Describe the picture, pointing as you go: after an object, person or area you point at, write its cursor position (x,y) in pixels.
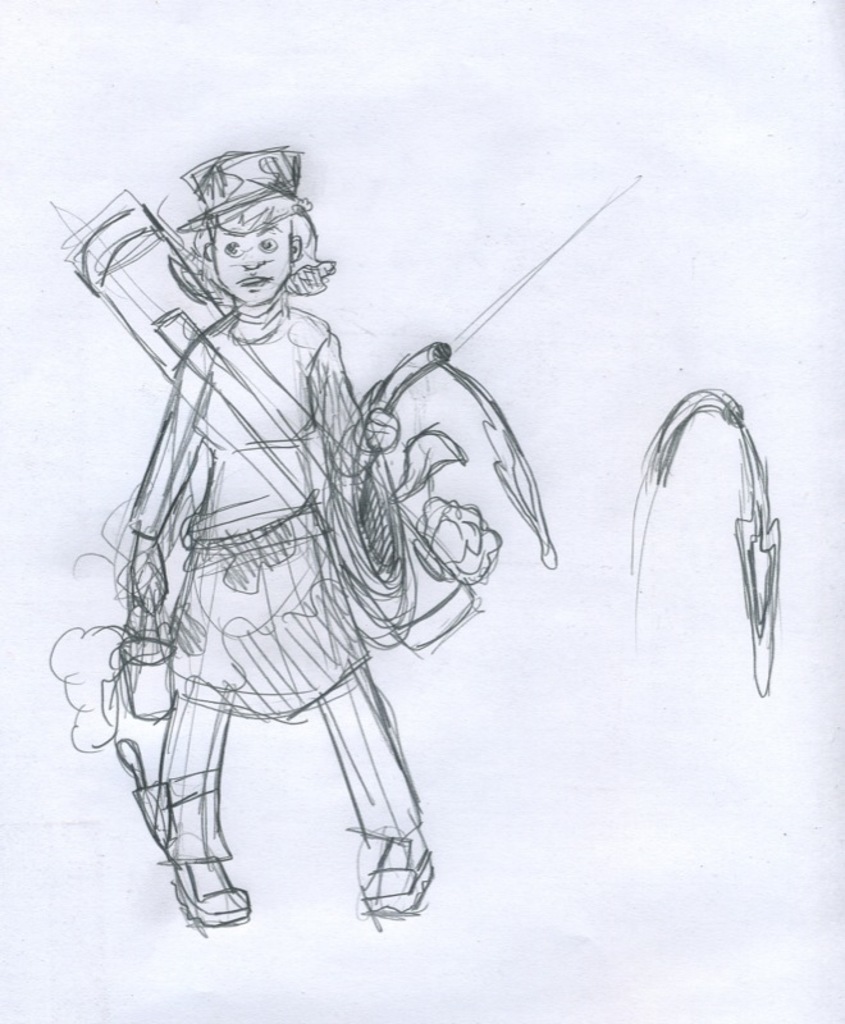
There is a picture of a person (286,517) drawn on a white color paper (460,271) as we can see in the middle of this image (436,656).
